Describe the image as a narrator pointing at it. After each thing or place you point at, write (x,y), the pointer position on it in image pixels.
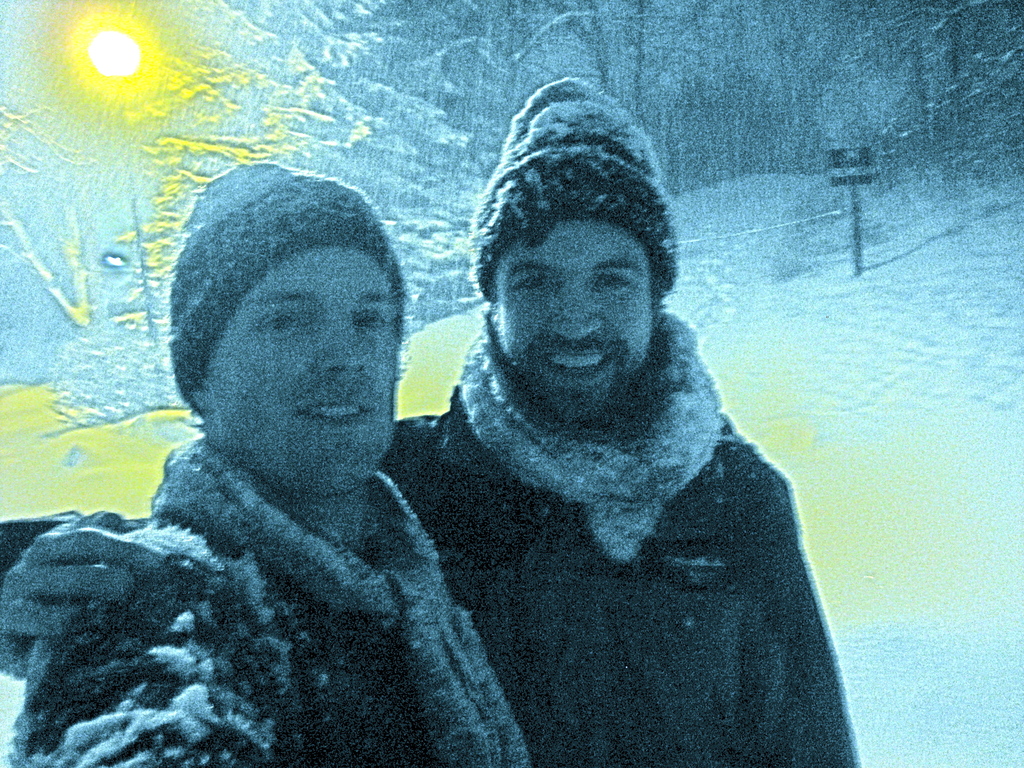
This is an edited image. In this image I can see two people (308,577) with the dresses (262,556). These people (246,533) are standing on the snow (809,444). In the background (116,413) I can see the boards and many trees (77,132). I can also see the light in the back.
